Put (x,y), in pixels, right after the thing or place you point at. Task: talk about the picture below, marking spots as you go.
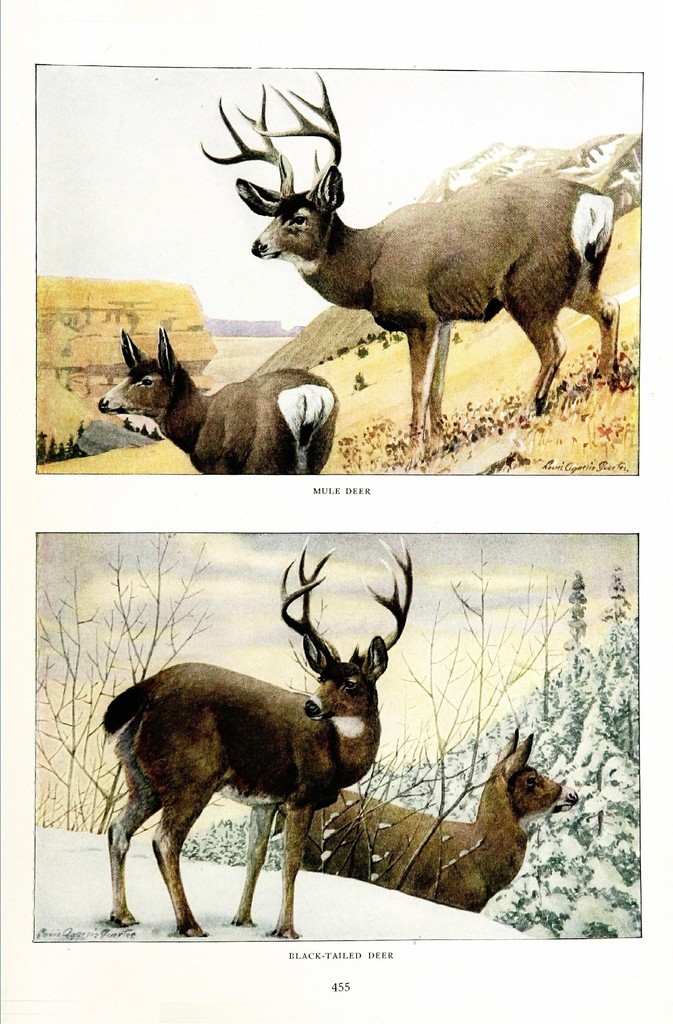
This image is a collage. In the first image we can see deer (472,262) in the center (306,381). In the background (297,314) there are hills (343,336) and sky (227,307). In the second image there are animals (320,839). At the bottom (390,896) there is snow (381,896). In the background (463,805) there are trees (585,824). At the top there is sky (243,652).
